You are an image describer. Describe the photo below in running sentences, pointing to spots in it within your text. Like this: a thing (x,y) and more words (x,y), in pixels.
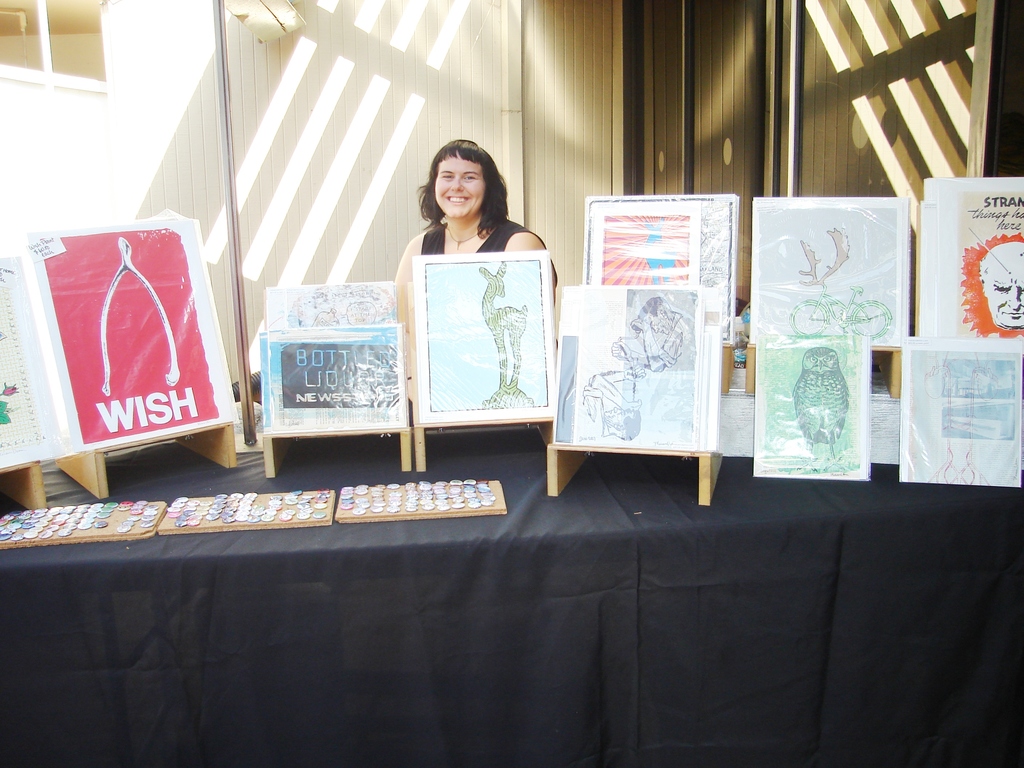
here we can see one woman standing in front of a table (532,523) and she is holding a pretty smile on her face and on the table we can see few posters (599,389) of drawing. This is a black cloth (609,640) on the table (513,672).
